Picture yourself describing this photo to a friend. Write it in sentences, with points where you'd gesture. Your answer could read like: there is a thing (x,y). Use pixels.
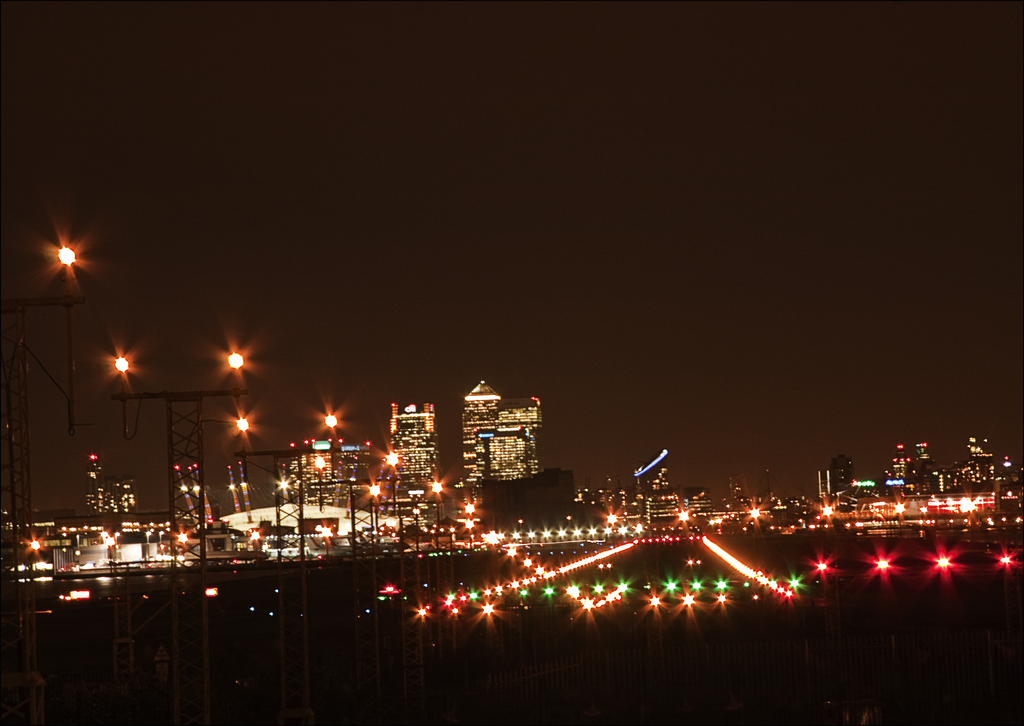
In this picture in the front (565,601) on the left side (300,514) there are poles (297,526) and in the center (373,483) there are lights (599,605). In the background (468,496) there are buildings (235,493).
